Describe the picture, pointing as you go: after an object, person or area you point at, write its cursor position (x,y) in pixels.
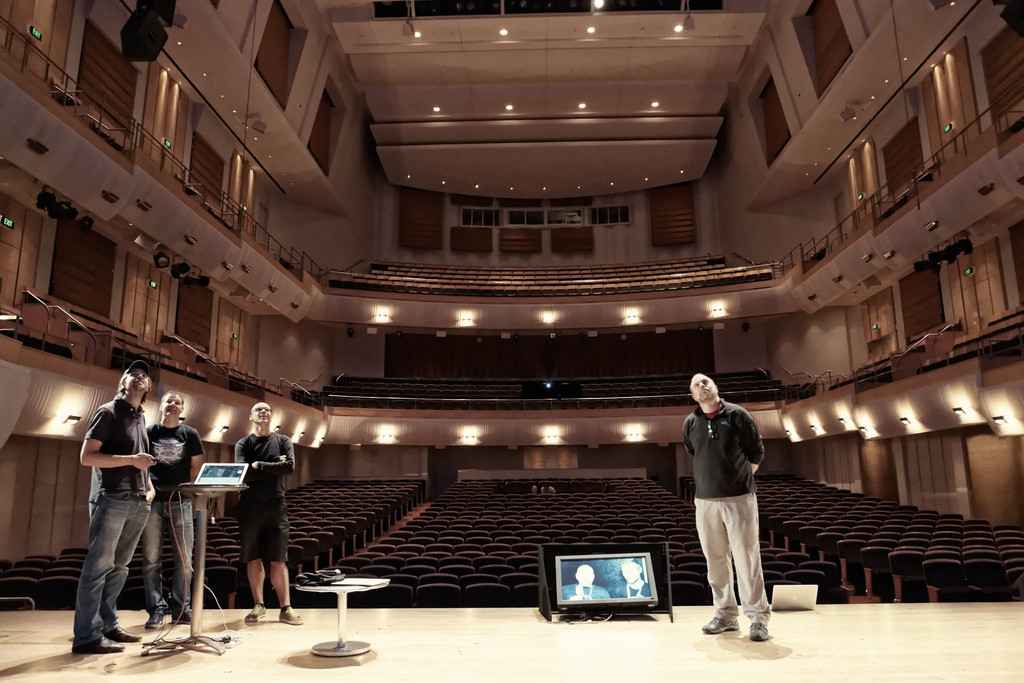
In this picture we can see few people (263,437), they are standing, in the left side of the given image we can see a laptop (229,475) on the table (195,488), in the middle of the given image we can find a monitor (640,596), in the background (569,523) we can see few chairs (537,511) and lights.
